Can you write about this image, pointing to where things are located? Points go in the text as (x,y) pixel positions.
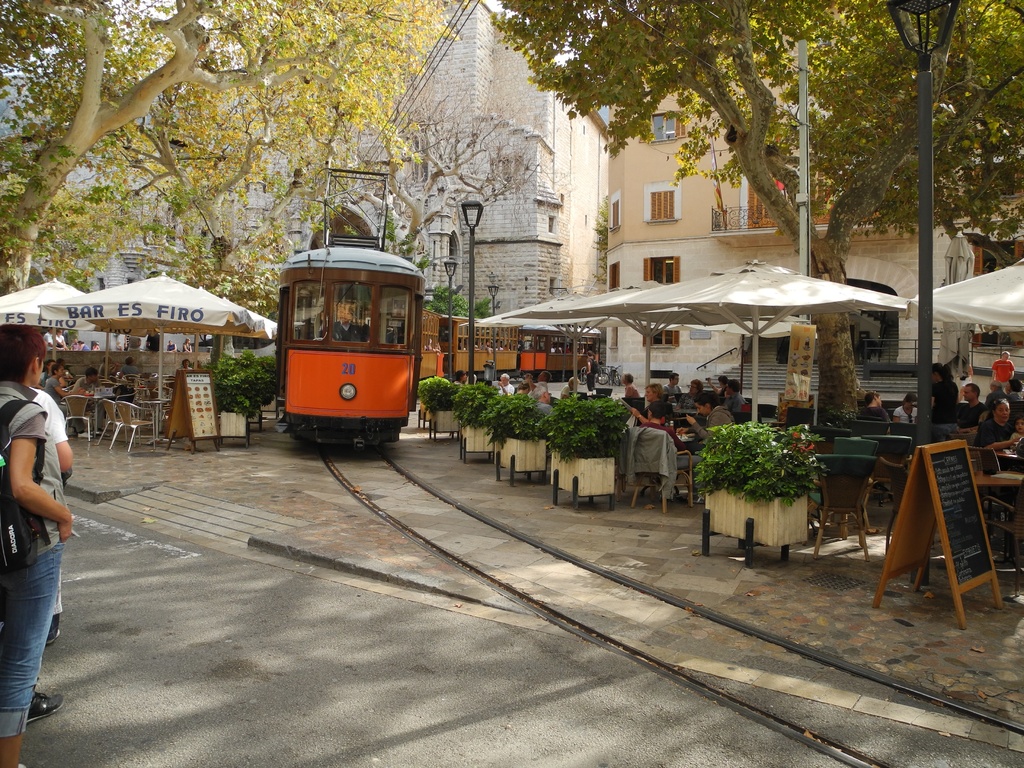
This picture is clicked outside. In the center (408,376) there is a train (417,367) seems to be running on the railway track (562,593) and we can see the chairs (89,422), tables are placed under the tents (12,319) and we can see the group of persons (657,420) sitting on the chairs (692,490) under the tents (669,324). On the left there are some persons (21,491) and we can see there are many number of objects (554,472) placed on the ground (508,496). In the background (598,85) we can see the buildings (604,122), trees (490,156) and the lamps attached to the poles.
